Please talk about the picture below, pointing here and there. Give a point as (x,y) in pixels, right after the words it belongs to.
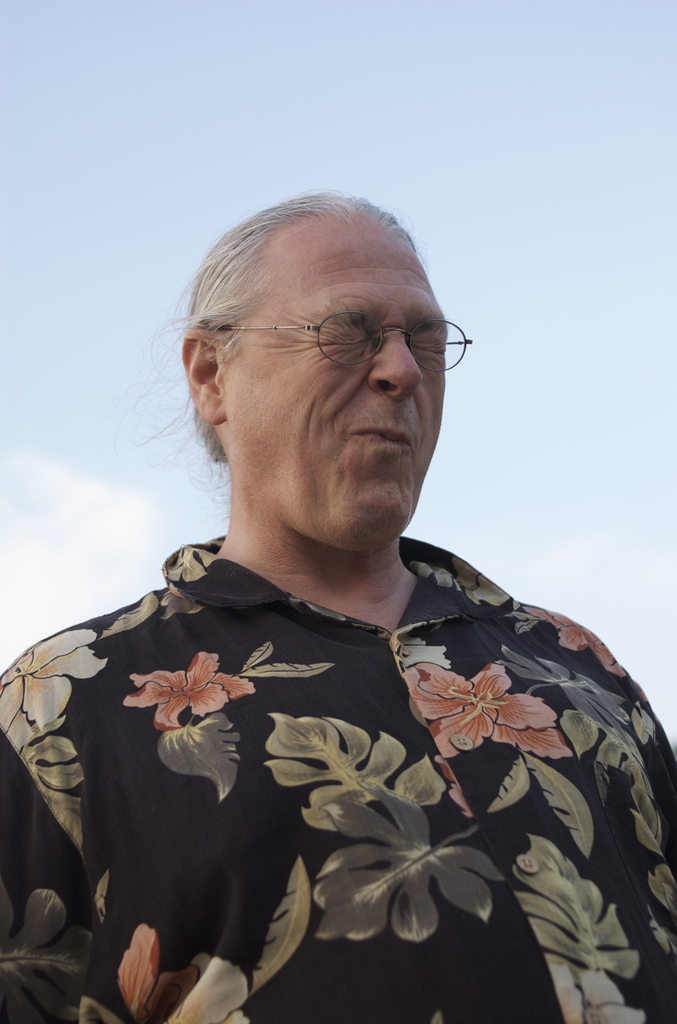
In this image we can see a person (310,764) standing and in the background (256,190), we can see the sky (483,271).
